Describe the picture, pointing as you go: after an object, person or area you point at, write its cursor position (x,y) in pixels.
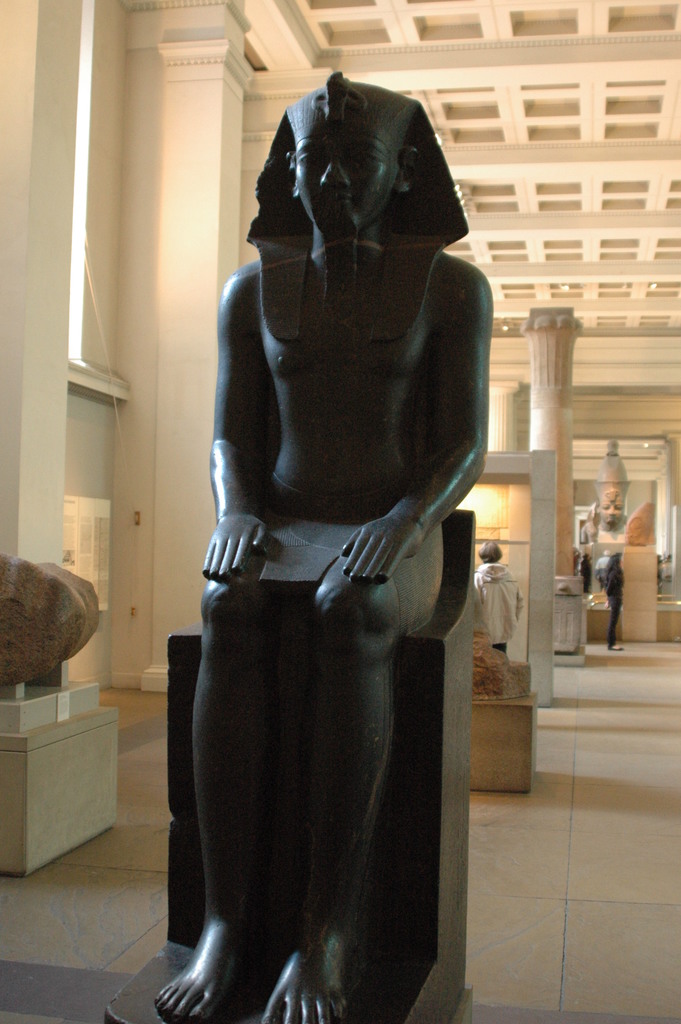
In this image I can see a black colored statue (270,565) of a person (349,476) sitting and in the background (561,582) I can see few persons (505,608) standing, few rocks (77,625), the floor (519,833), the ceiling (568,155), a pillar (542,334) and few other objects (599,514).
